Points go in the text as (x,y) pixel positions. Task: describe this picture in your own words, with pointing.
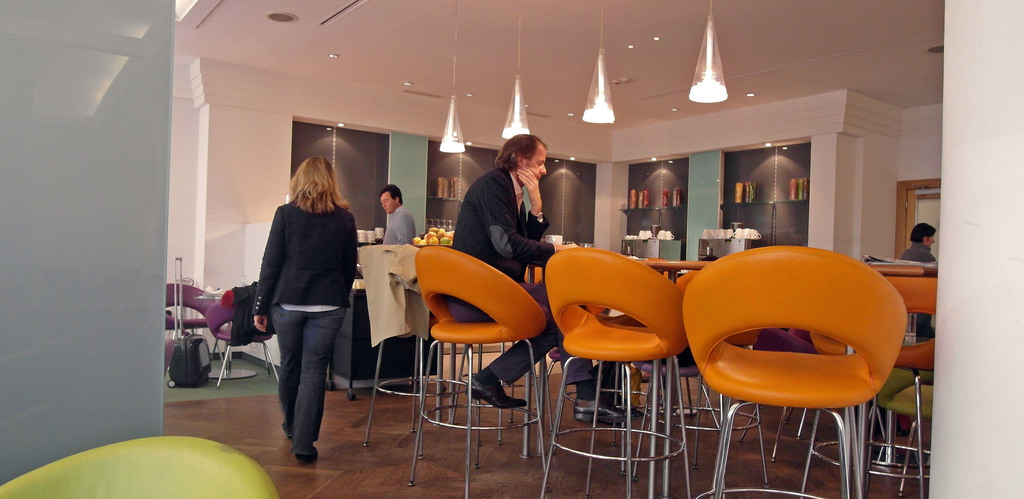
An indoor picture. Lights (701,66) are attached with the roof (653,2). This man (409,216) is standing. This man (490,222) is sitting on a chair (523,310). In-front of this man (521,248) there is a table (682,259). Far there are cups (739,230). The jacket (400,259) is on chair (380,261). This woman (317,284) is walking, as there is a leg movement. On this chair (218,308) there is a cloth (242,298). Beside this chair (218,329) there is a luggage (198,344).
